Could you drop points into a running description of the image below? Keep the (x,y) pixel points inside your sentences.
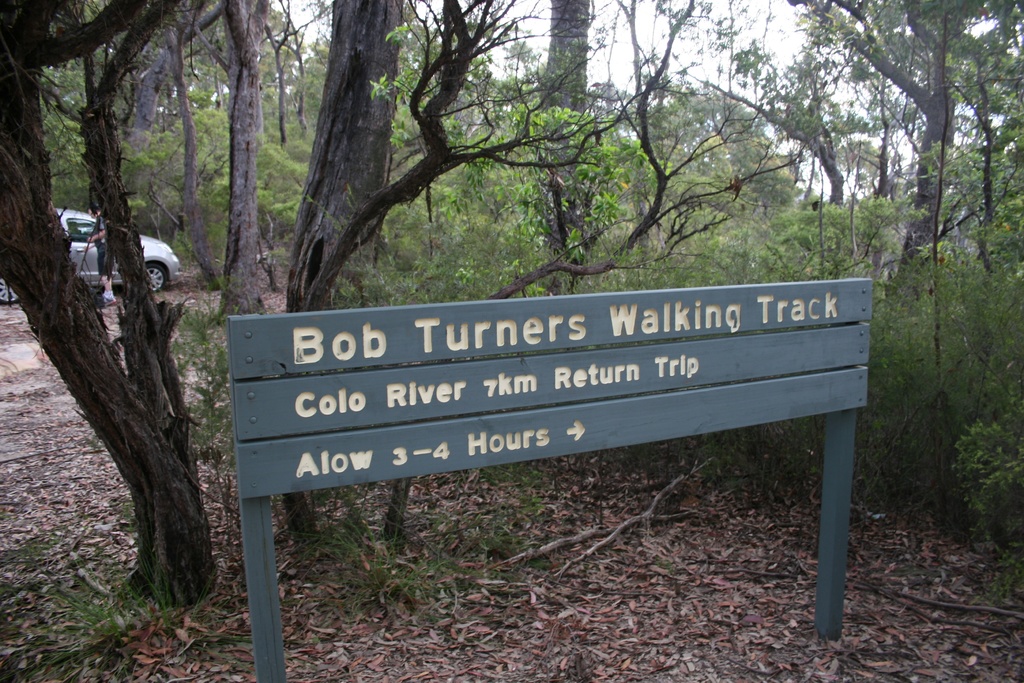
In this image we can see information board (583,410), dried leaves (577,514) on the ground (692,567), trees (351,204), motor vehicle (83,213), person (99,238) standing, and sky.
